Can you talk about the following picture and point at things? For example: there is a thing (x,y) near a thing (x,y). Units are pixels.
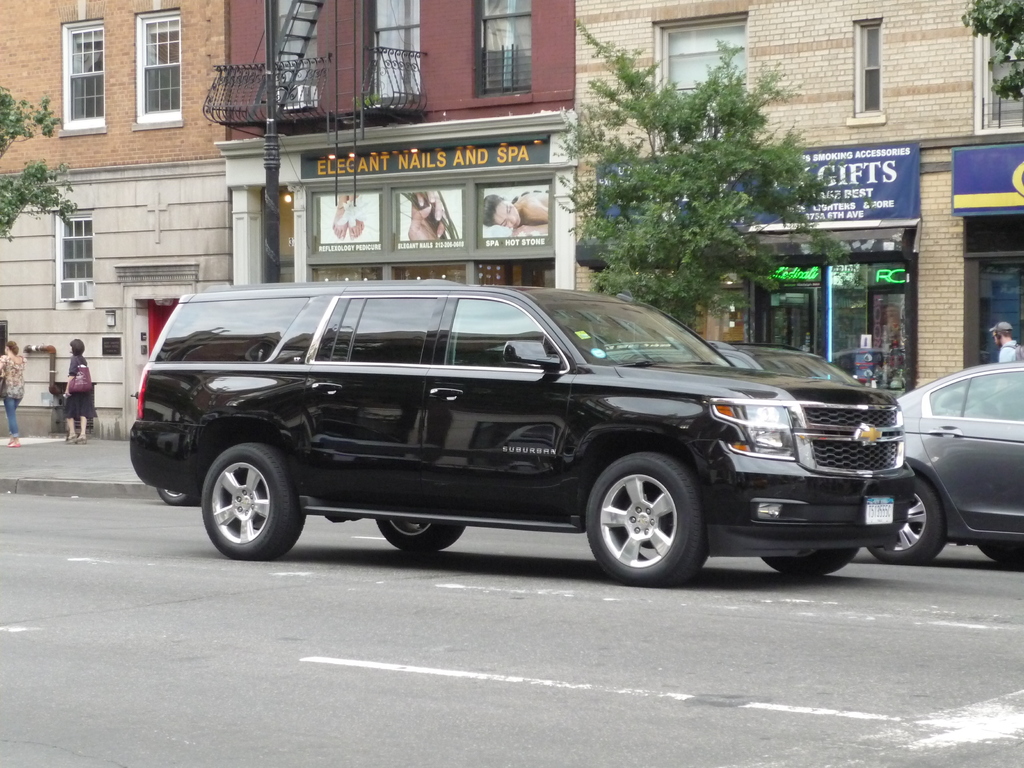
In this picture in the center (652,439) there are vehicles (842,451) moving on the road (58,557), there are persons (7,389) walking and there are trees (578,203). In the background (456,143) there are buildings (931,171) and on the buildings (444,174) there are boards (415,192) with some text (441,159) written on it and there is a pole (268,152) which is black in colour.
